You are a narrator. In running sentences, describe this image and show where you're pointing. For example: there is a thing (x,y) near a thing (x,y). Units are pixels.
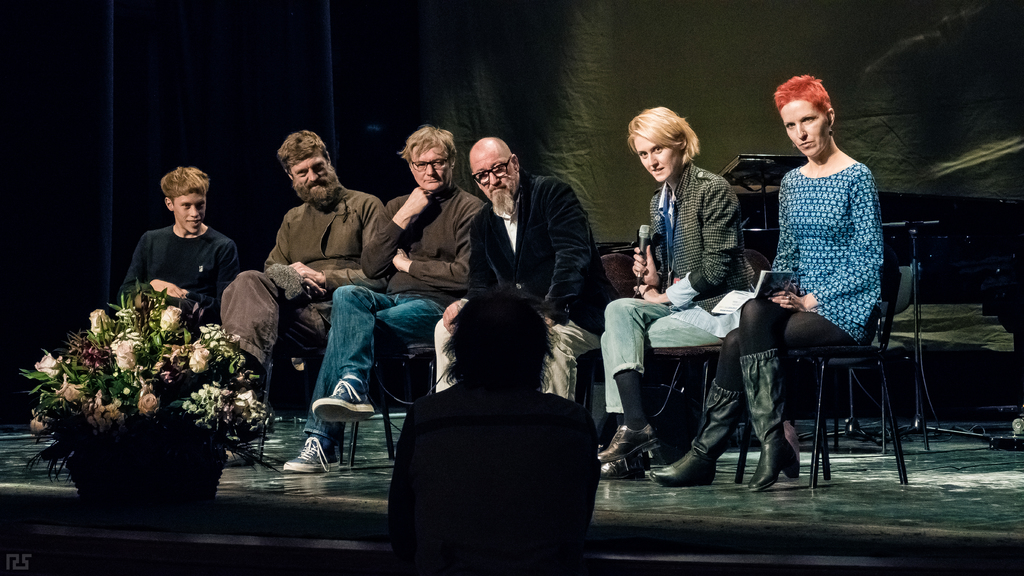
In this image I can see few people (590,250) are sitting on the chairs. And these people (486,255) are wearing the different color dresses (676,250). In- front of these people (201,308) I can see the bouquet (117,419). In the center (467,363) I can see another person (462,428) standing. In the back (460,99) there is a curtain (599,114).
